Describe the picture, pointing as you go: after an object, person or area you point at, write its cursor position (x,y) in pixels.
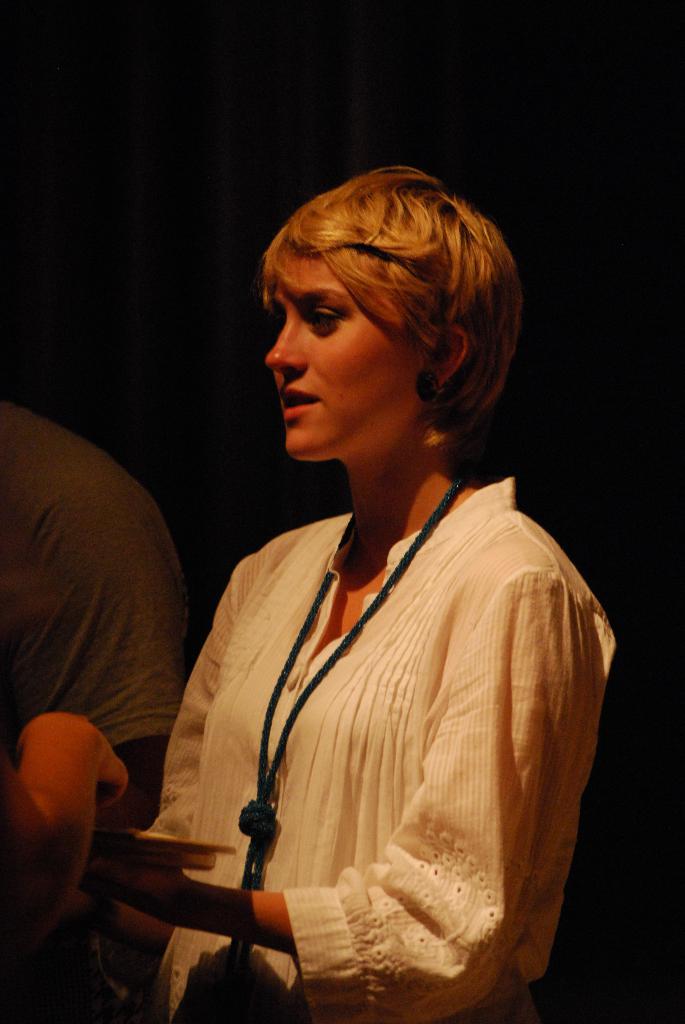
In this image I can see a woman (509,761) is standing and I can see she is holding an object (216,844). I can also see she is wearing the white colour dress (453,648) and a necklace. On the left side of the image (58,719) I can see a hand (38,731) of a person (78,797) and a thing (61,655). I can also see black colour in the background (538,376).
